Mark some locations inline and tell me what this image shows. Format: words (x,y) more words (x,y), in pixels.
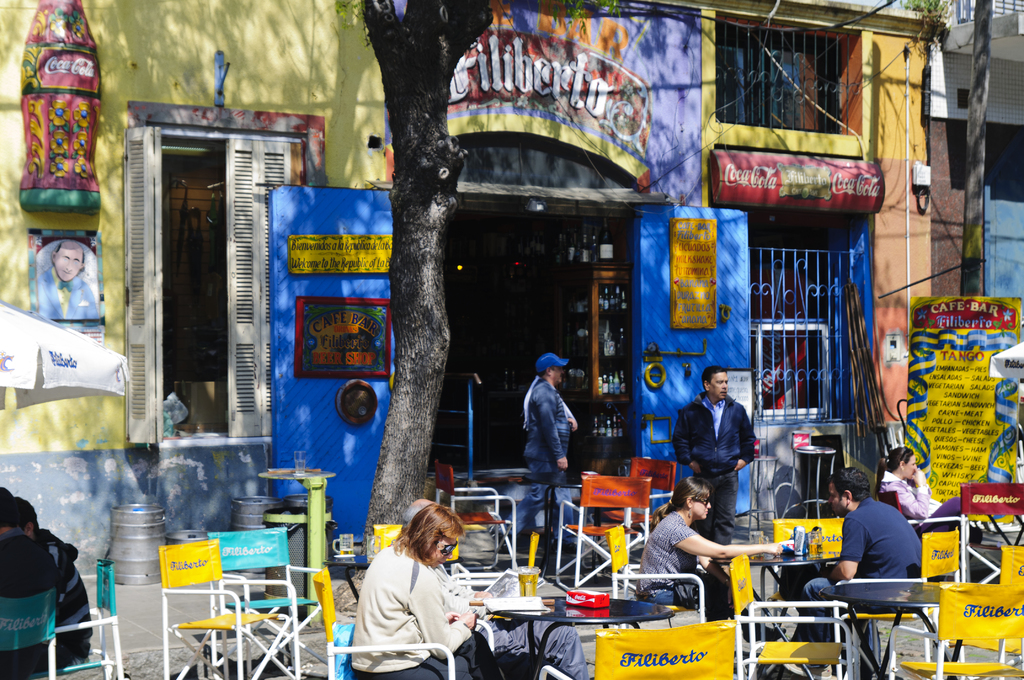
In this picture we can see a woman (400,575) sitting on the chair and holding a card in her hand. We can see a man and a woman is also sitting on the chair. There are two people (33,583) sitting on the chair (110,571) on the left side (31,569). We can see a cup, box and a bottle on the table (803,558). We can see few boards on the wall (101,524). There are two men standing on the path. Tree trunk (436,283) is visible. We can see few steel cans (248,516) on the path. There are few bottles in a wooden cupboard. We can see many bottles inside the building (100,538). There are few chairs (208,544) from left to right. We can see an umbrella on the right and left side.
